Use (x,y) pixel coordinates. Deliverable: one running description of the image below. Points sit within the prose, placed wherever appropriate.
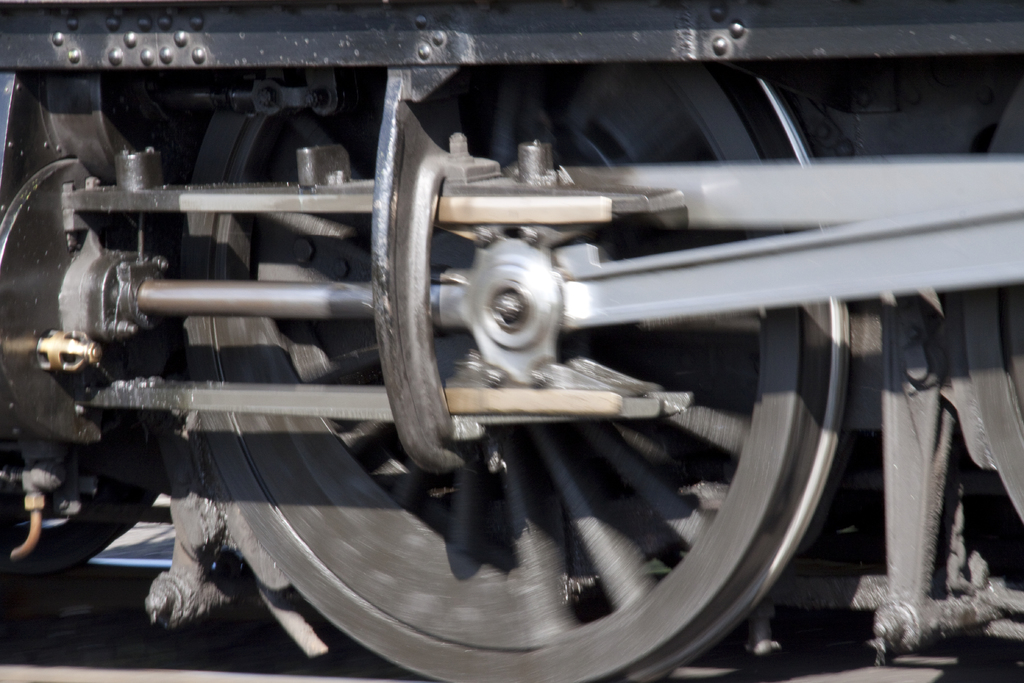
In the picture there is a wheel (693,160) of a train (468,679) present.
